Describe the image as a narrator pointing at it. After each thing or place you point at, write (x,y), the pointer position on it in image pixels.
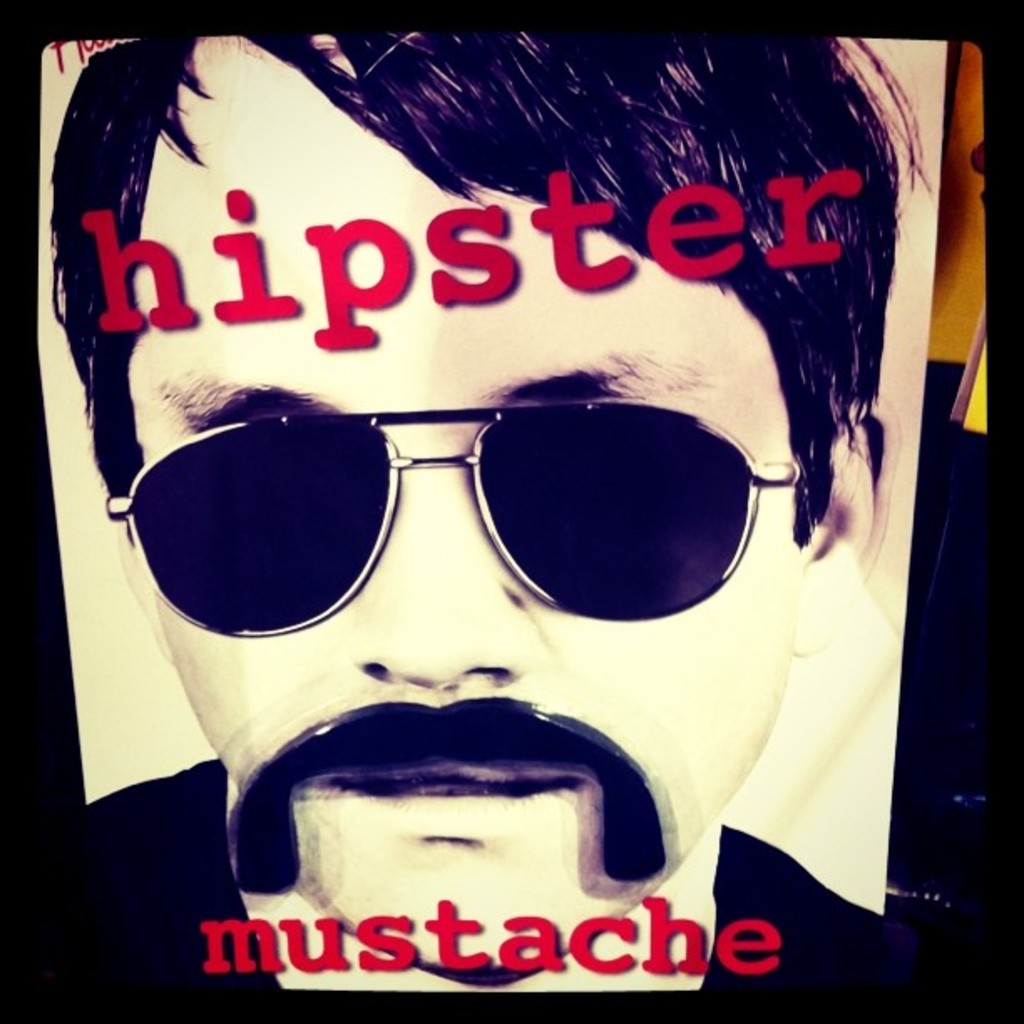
The picture consists of an edited image. In this picture there is a person (224,721) with spectacles (543,518). At the bottom (224,929) there is text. At the top (500,243) there is text (476,235).
